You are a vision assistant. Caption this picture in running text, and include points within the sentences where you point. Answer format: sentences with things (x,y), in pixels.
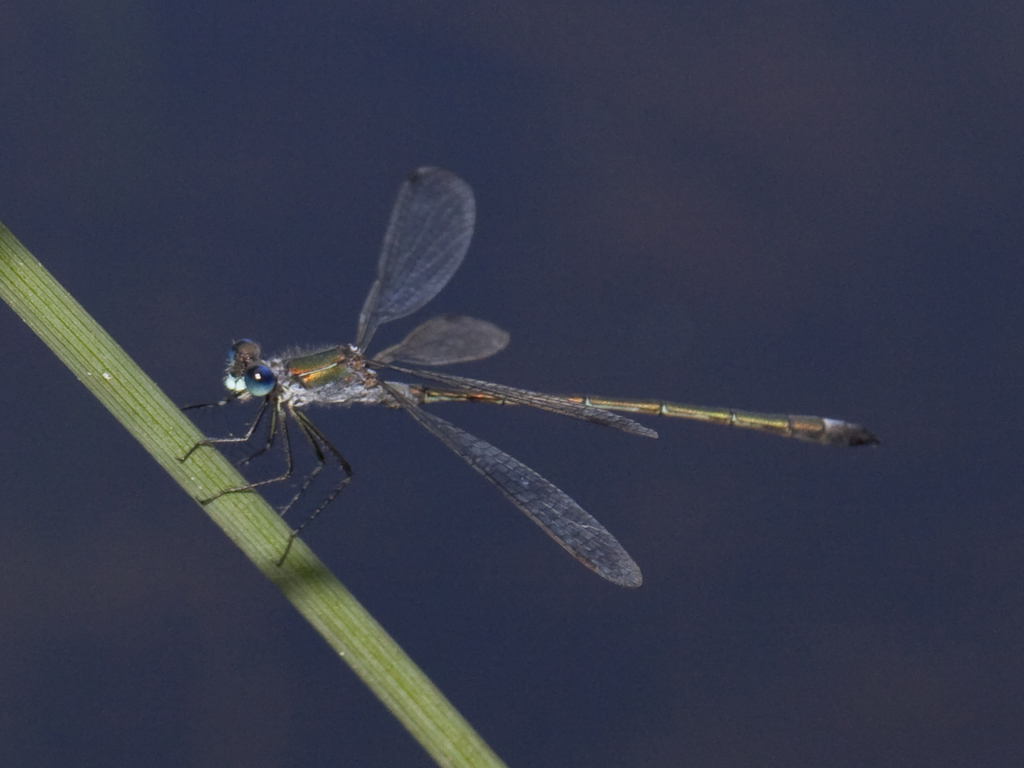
In this image we can see a fly (323,397) on the stem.
